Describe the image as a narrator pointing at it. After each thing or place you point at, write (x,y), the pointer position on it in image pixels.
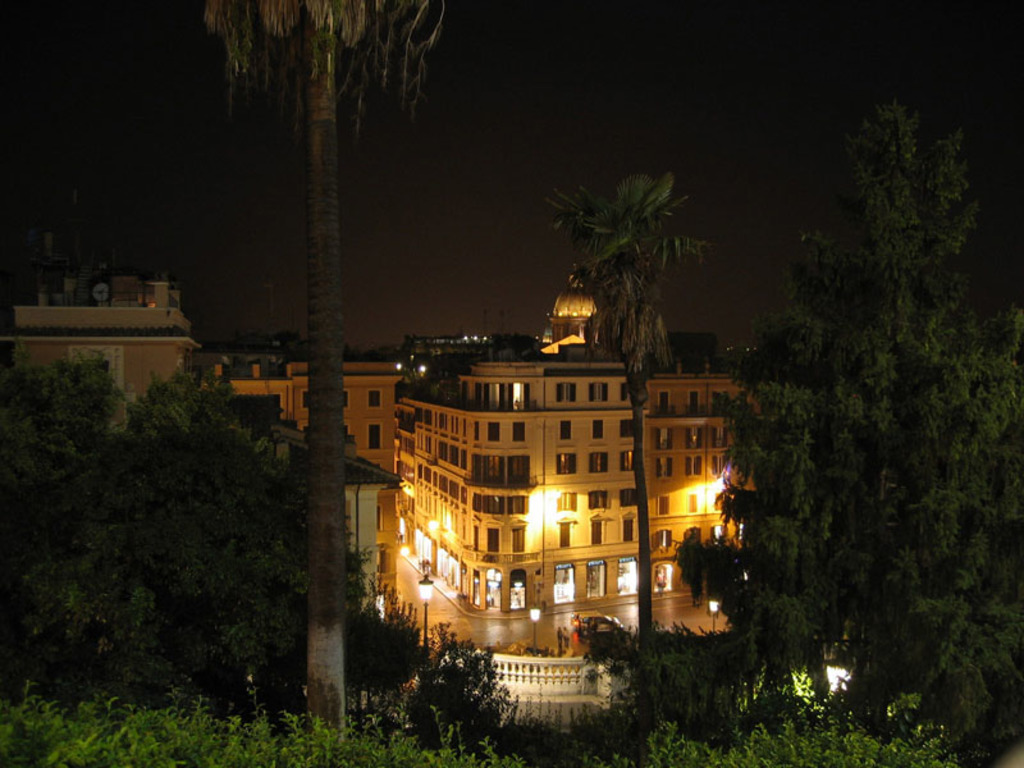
In this picture we can see few buildings (567,388), trees (253,487), lights (442,553) and poles (426,580).
